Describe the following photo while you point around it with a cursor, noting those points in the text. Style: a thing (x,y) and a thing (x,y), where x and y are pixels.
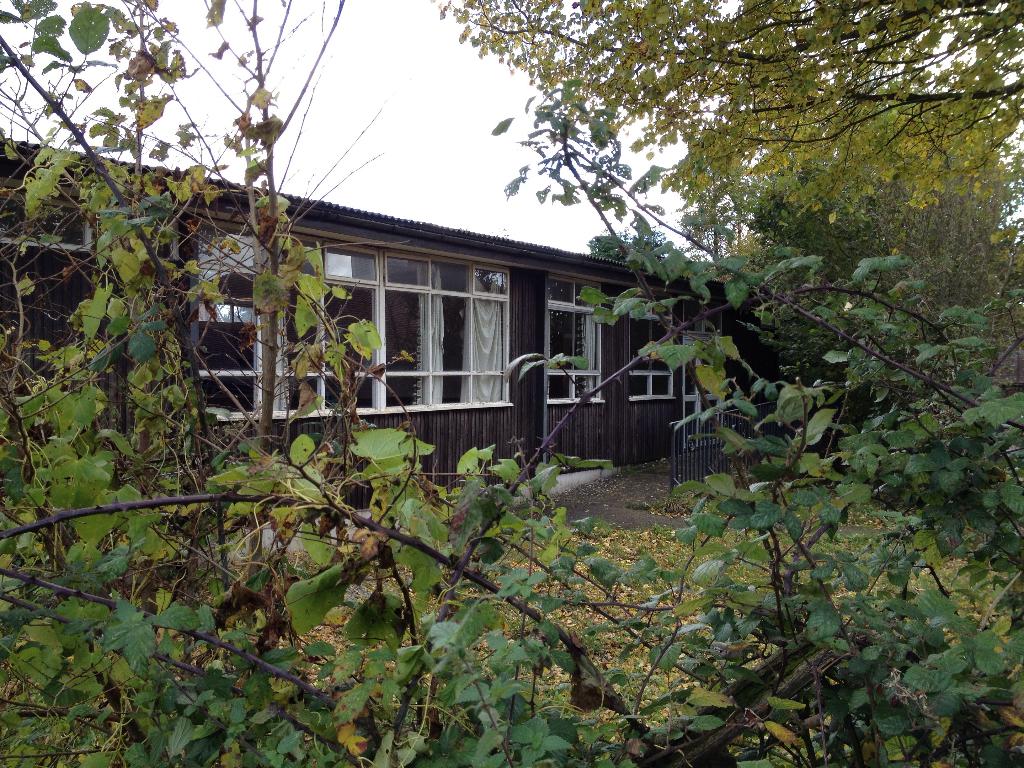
In this image, we can see some plants (756,476) and trees (851,220). There is a shelter (617,278) in the middle of the image (494,339). There is a sky (404,70) at the top of the image (404,70).
